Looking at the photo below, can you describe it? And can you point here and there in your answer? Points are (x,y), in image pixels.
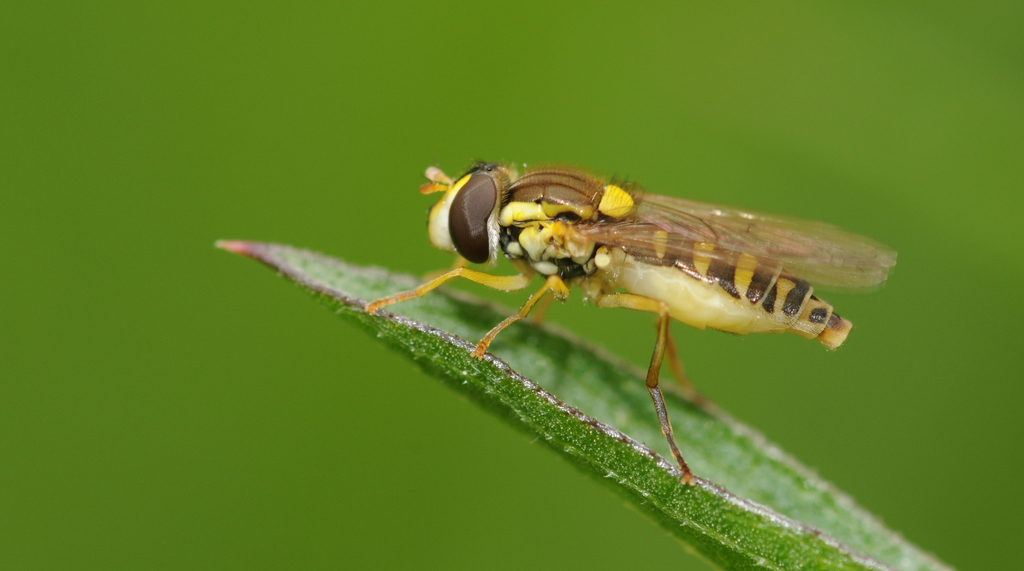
In the image we can see a leaf (325,292), on the leaf (347,302) there is a insect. Background of the image (48,553) is blur.
